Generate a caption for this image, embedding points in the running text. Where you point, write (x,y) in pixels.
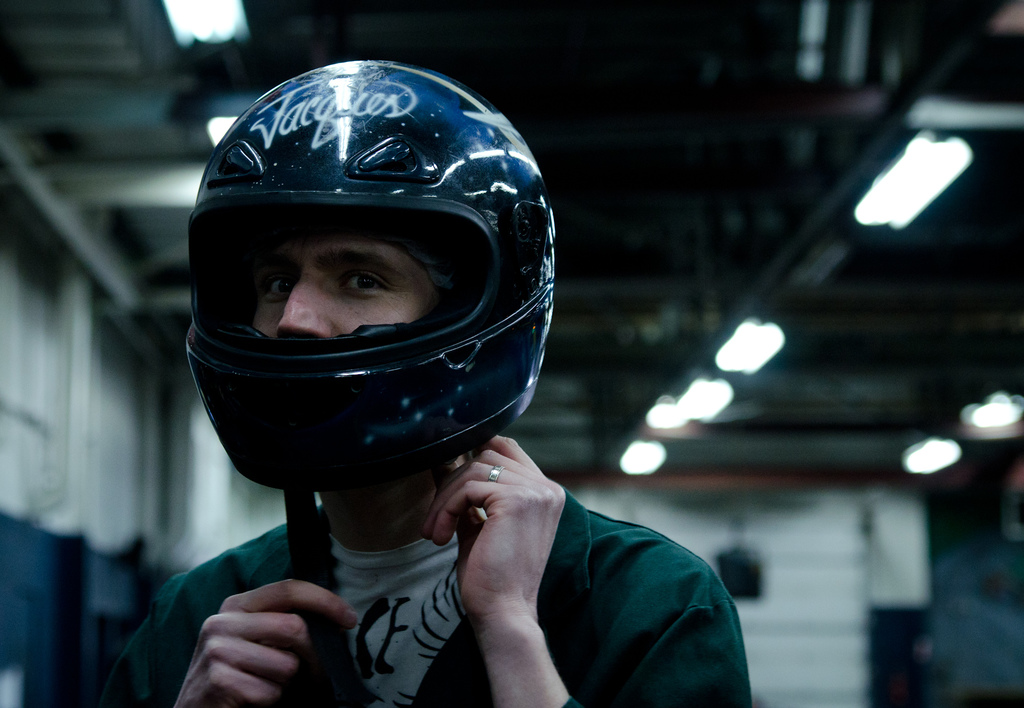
In this image we can see a man (315,321) wearing helmet (313,370). In the background (229,57) we can see walls (46,358), iron bars (133,113) and electric lights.
